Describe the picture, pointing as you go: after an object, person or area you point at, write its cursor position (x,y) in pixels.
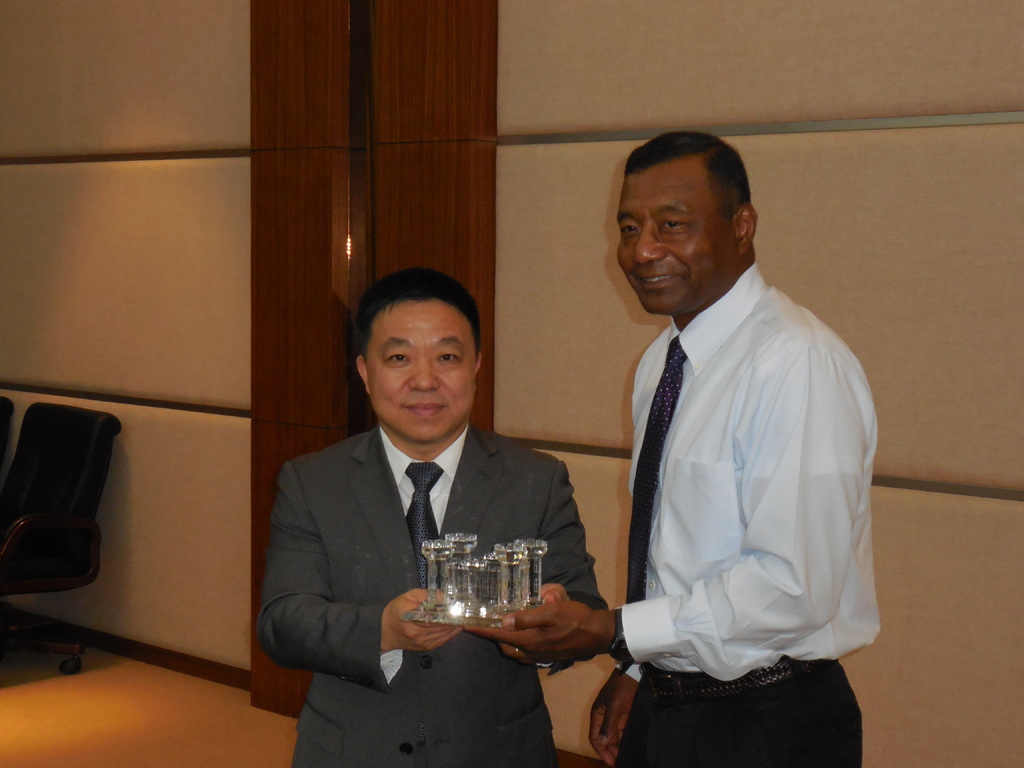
In this image, we can see people (407,502) and are wearing ties (428,521) and holding an object (439,575) and one of them is wearing a coat (293,512). In the background (99,375), we can see chairs (40,537) and there is a wall (754,130). At the bottom (104,684), there is a floor (107,739).
